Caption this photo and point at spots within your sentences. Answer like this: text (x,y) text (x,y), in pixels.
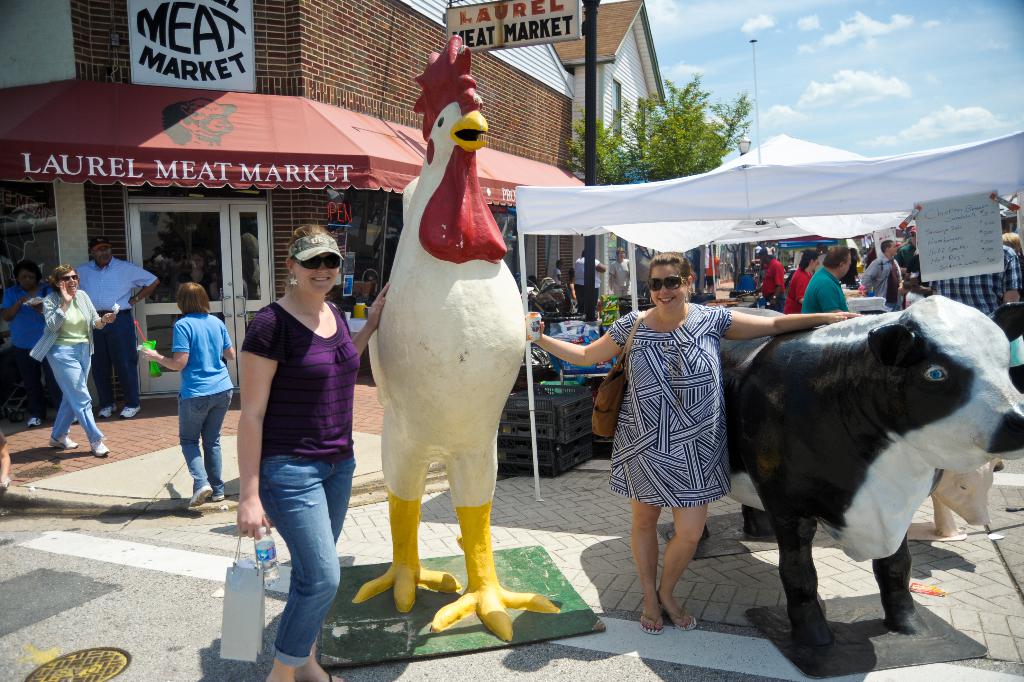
In this image I can see two persons (314,352) standing. The person (685,414) at right (724,414) wearing white and blue dress (668,416), the person (338,398) at left (318,395) wearing purple shirt (313,432), blue jeans (313,497) holding a bottle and bag (253,610), at back (189,366) I can see few other persons (160,356) some are walking and some are standing, tent (818,184) in white color, building (406,35) in brown color, a stall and I can also see trees (659,116) in green color and sky (966,95) in blue and white color.
